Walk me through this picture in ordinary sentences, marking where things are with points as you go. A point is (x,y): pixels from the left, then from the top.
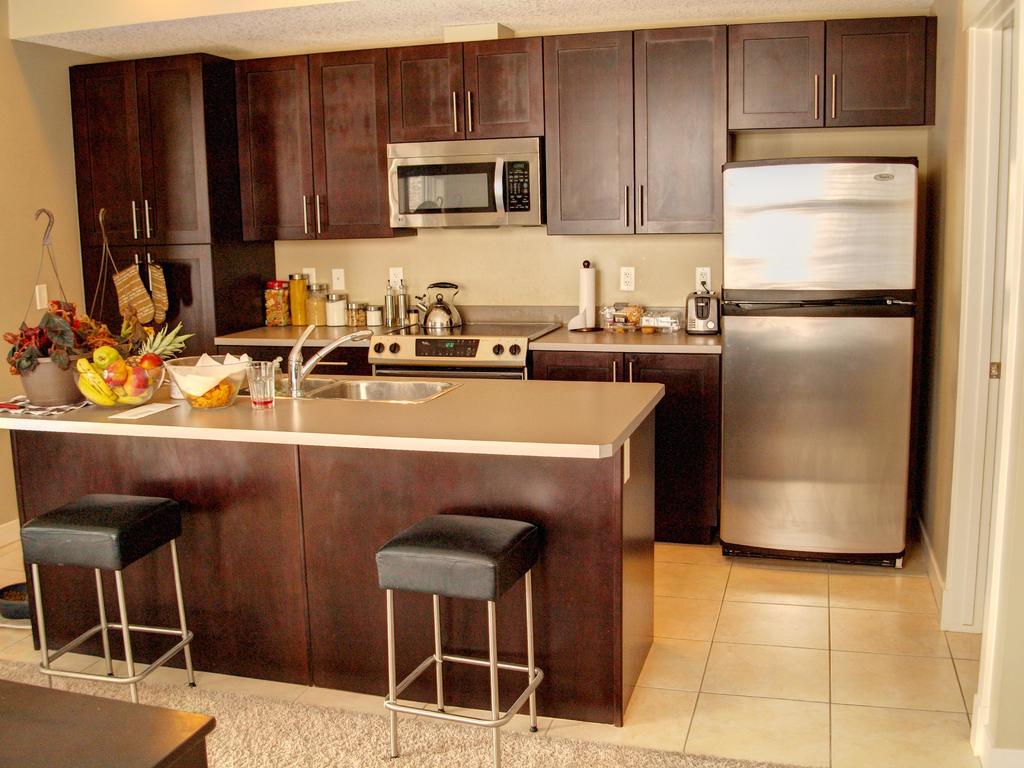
The image is inside the kitchen (621,679). In the image on right side (848,299) we can see a fridge (841,241), in middle (643,486) we can see two chairs (391,629) and a table (340,404). On table (423,427) there are glass (254,401), bowl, fruits (103,387), flower pots (52,369), plants (54,333), jars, oven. On left side (25,141) there is a wall (12,218) which is in cream color and a shelf (197,181) which is in brown color.
